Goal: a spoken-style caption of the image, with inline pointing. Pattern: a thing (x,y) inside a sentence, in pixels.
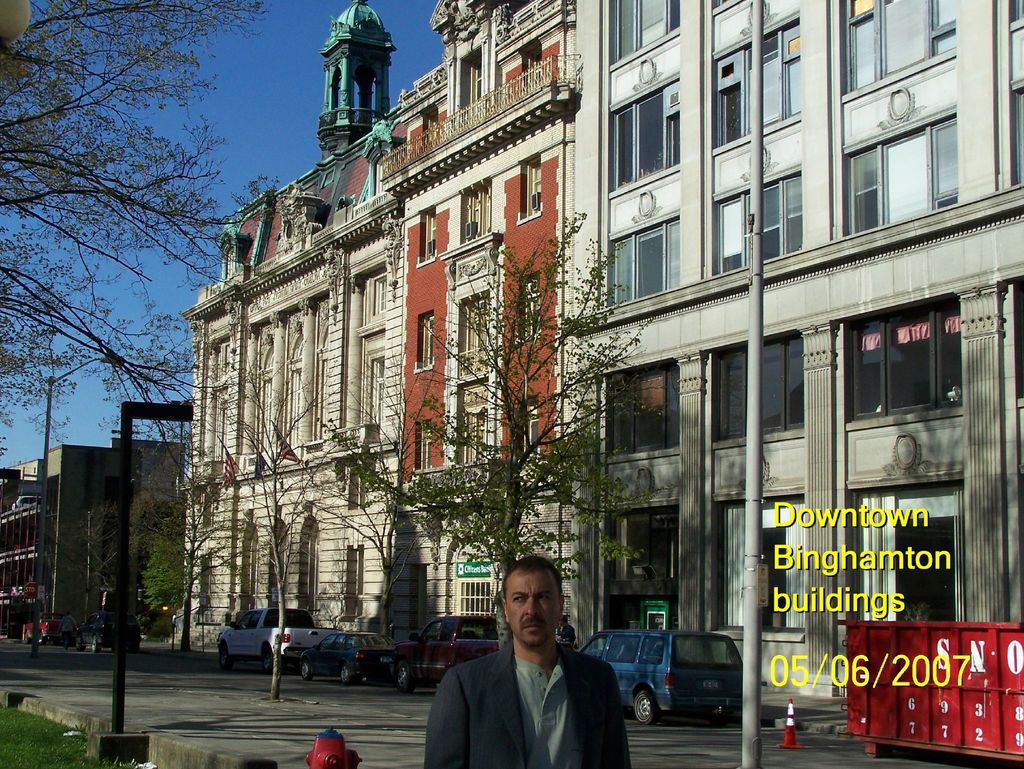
In this image we can see a man (554,693), trees (526,494), vehicles (488,639) on the road (178,669), buildings (384,424), windows (491,611), grass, poles (757,353), objects (14,12) and sky (143,268). On the right side (816,564) we can see texts (868,543) and date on the image.
